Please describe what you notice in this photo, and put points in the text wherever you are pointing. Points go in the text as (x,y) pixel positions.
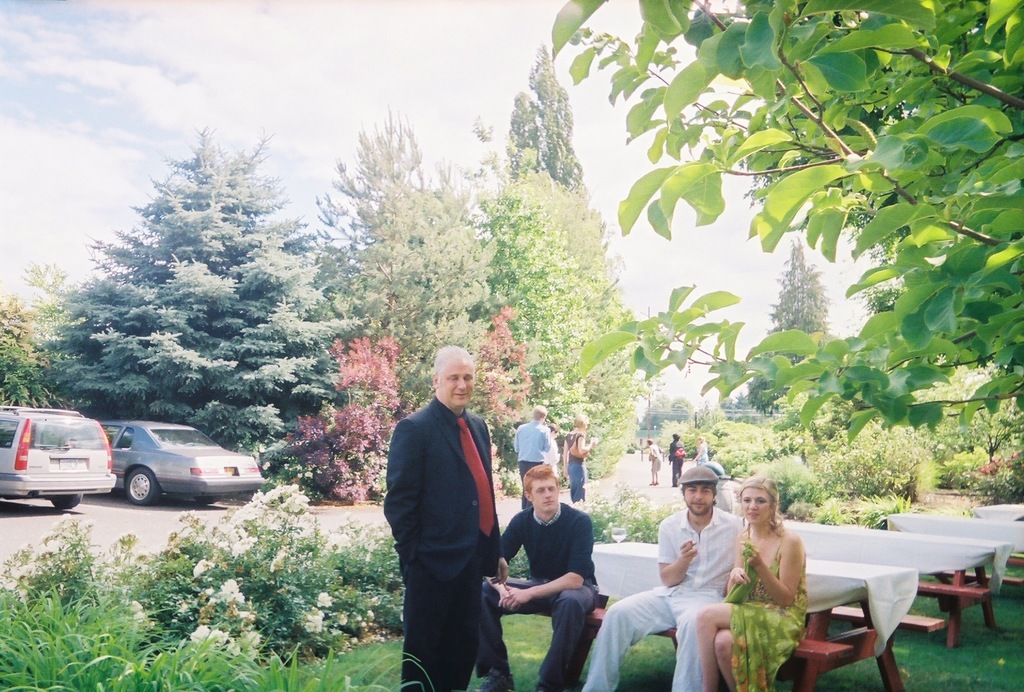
In the foreground of the picture (675,651) I can see four persons (502,593). I can see three of them sitting on the wooden bench (584,634). There is a man (456,447) standing and he is wearing a suit (480,437) and tie (477,459). I can see the tables (930,561) on the floor (518,656) and covered with white cloth (884,559). I can see two cars (88,427) parked in a parking space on the left side (173,467). In the background (529,382), I can see a few persons (539,441) on the road (620,479), trees (621,441) and flowering plants (642,526).
